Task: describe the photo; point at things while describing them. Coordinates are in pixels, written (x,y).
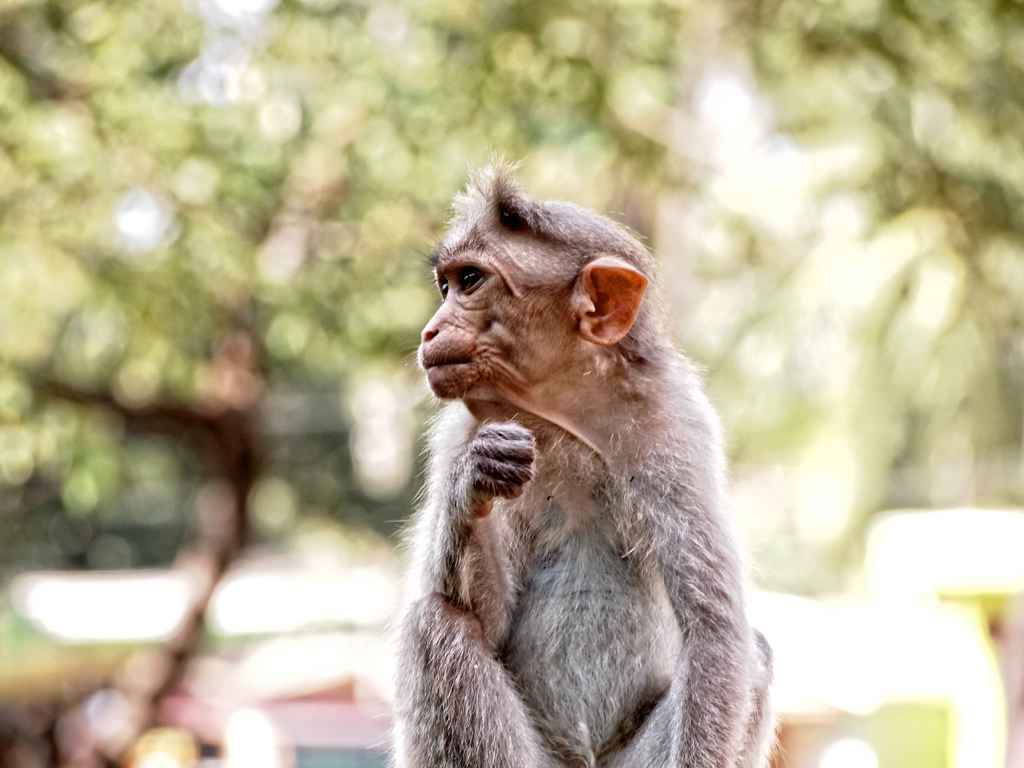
In the image in the center (564,466) we can see one monkey (460,567) sitting. In the background (379,528) we can see trees (619,149).
